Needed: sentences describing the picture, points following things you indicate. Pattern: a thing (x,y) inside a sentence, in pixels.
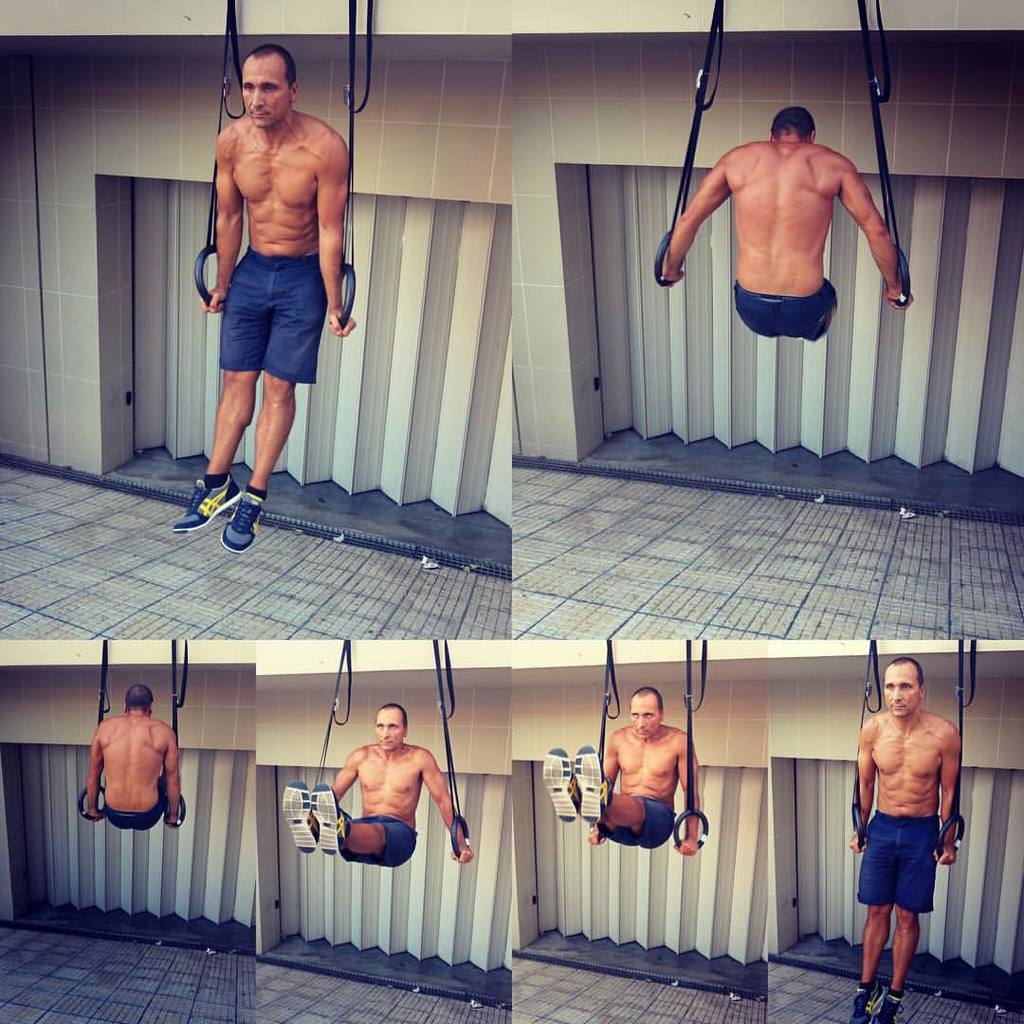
This image is a collection of collages. In all of these images we can see a man (300,218) doing ring exercises. In the background (692,386) we can see a wall (588,132).
